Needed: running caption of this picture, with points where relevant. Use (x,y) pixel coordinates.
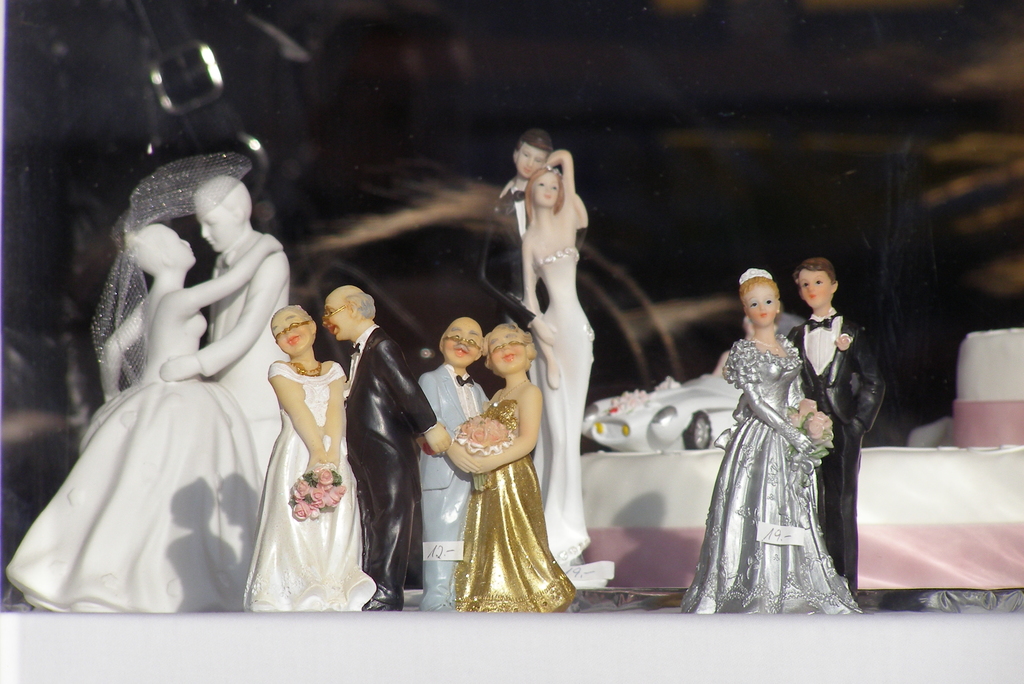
Here we can see five couple sculptures (378,352) on a platform (359,664). In the background (704,394) we can see a toy car (719,388) and some other items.
